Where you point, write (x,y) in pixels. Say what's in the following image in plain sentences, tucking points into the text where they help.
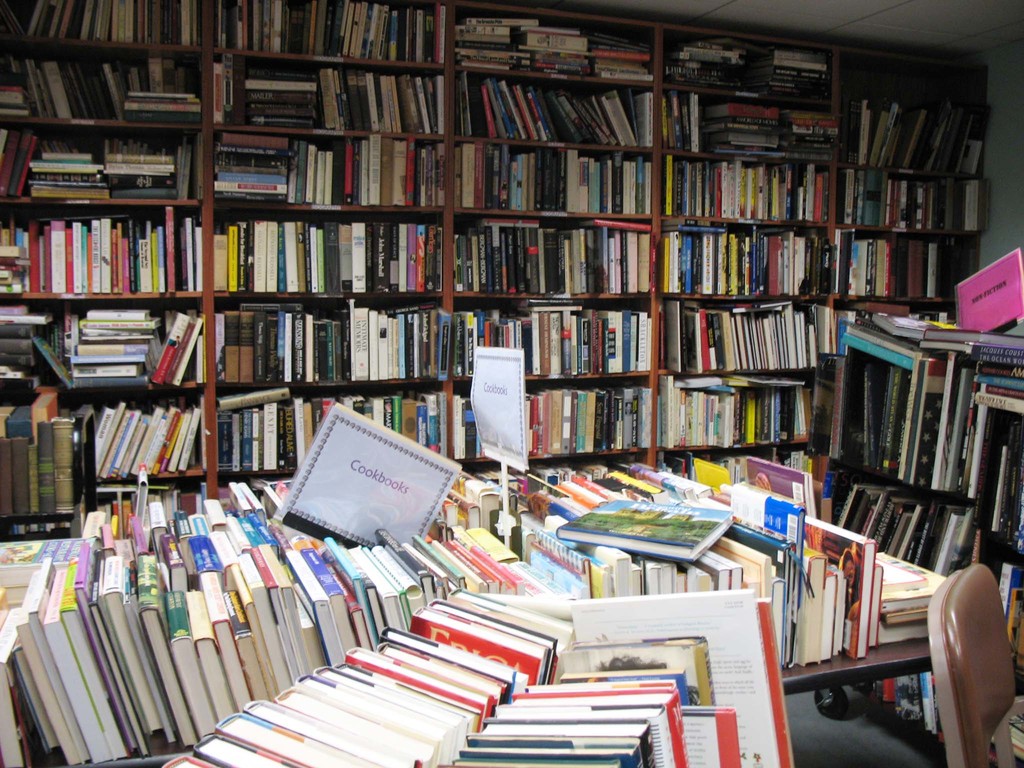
In this picture I can see placards (485,431) and there are so many books (490,550) arranged in an order on the table (929,664), there is a chair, and in the background (927,324) there are books (356,362) arranged in an order in the racks (958,503).
